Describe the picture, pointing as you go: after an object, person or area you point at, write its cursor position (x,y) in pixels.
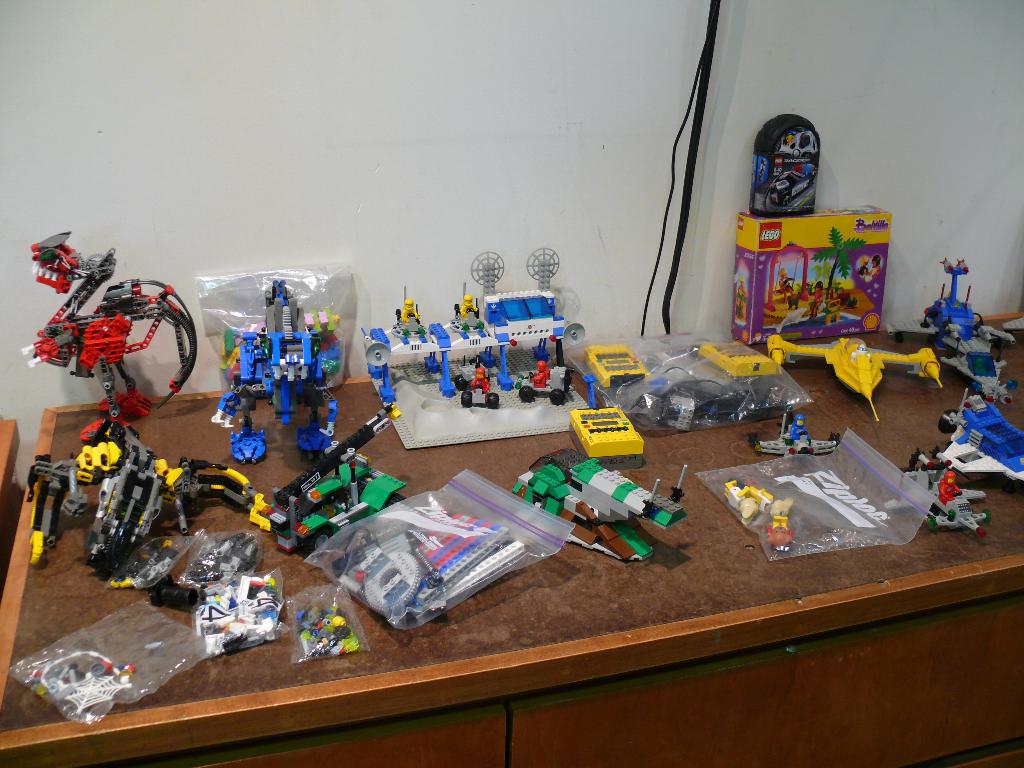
In this image there is a table (232,703) having few toys (624,370) on it. Behind it there is wall (729,232) having wires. On the table (482,615) there are few packets (456,561) having few objects (372,584) in it.
